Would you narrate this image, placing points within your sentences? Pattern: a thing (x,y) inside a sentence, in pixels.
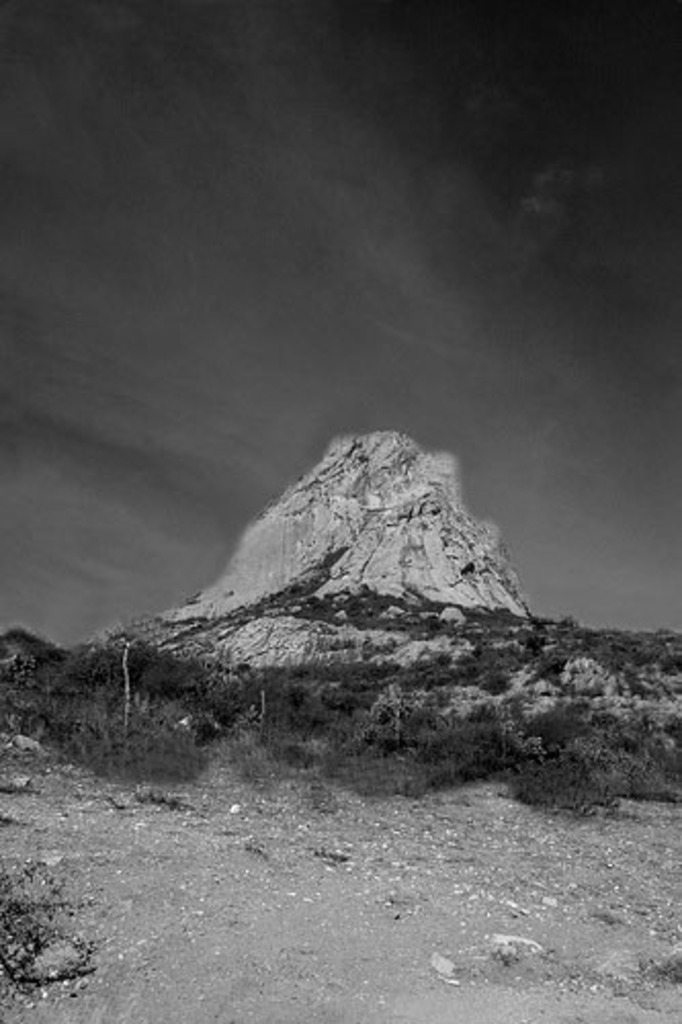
This is a black and white pic. At the bottom (101,690) we can see grass (364,699) and trees (340,711) on the ground (94,931). In the background (330,629) we can a mountain (297,524) and clouds (202,542) in the sky (130,24).
